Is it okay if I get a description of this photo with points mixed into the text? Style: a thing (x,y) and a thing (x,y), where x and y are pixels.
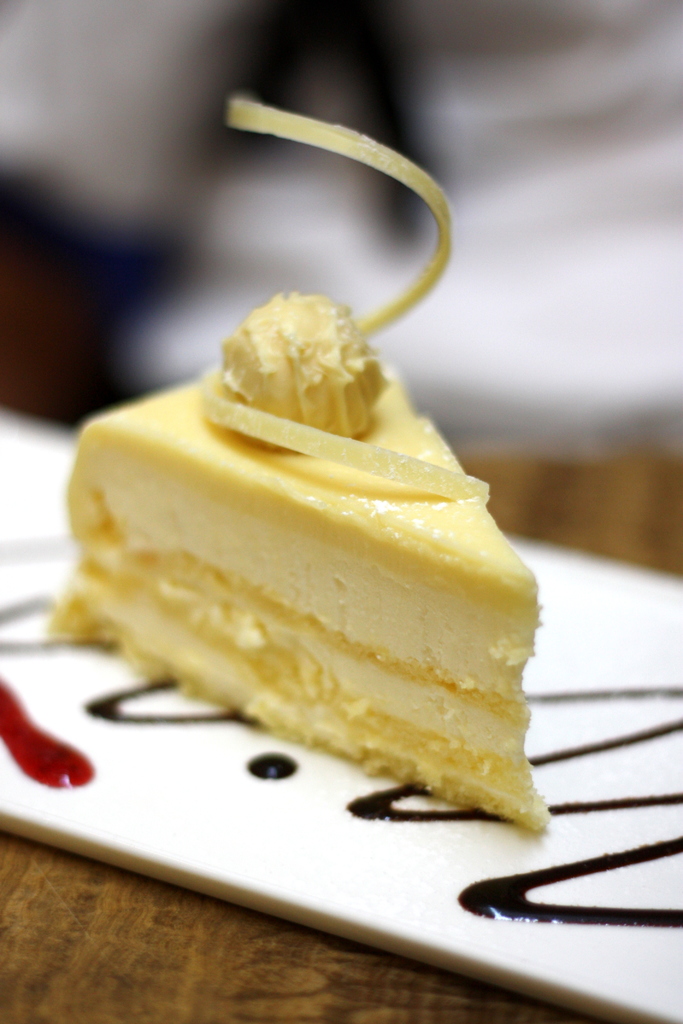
In this image we can see cake (264,555) on the plate (401,886), which is on the wooden surface (215,951), and the background (90,169) is blurred.
